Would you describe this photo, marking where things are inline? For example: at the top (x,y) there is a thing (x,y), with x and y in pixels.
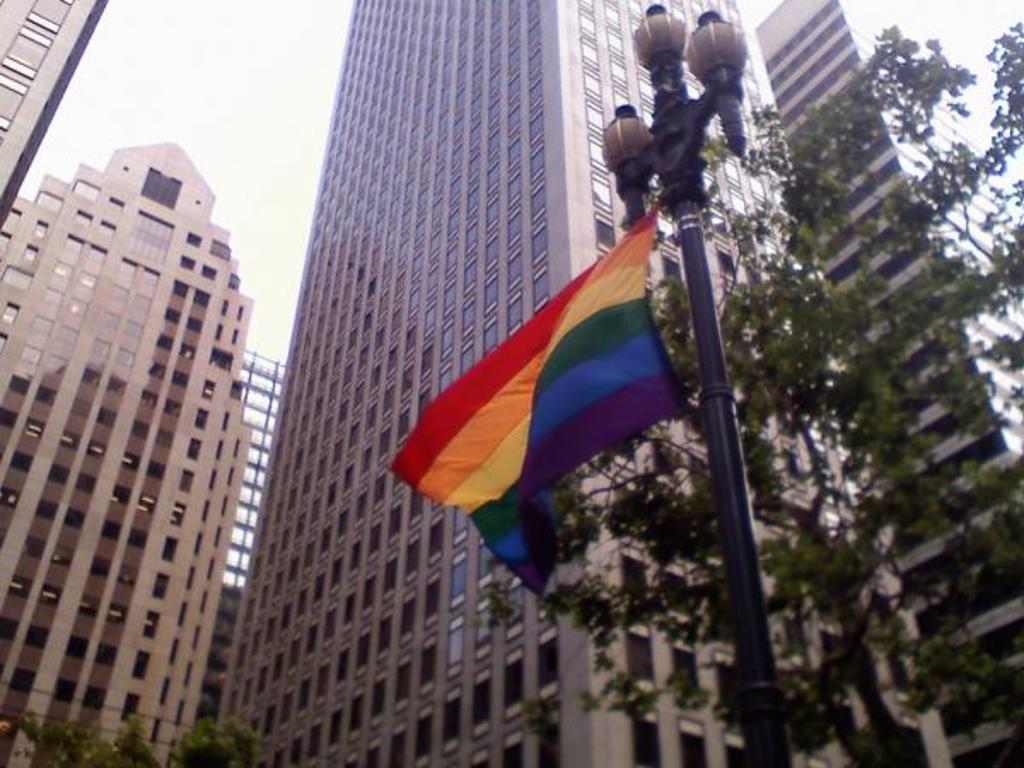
On the right side (711,42), there are three lights (719,26) and a flag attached to a pole (729,466). Beside this pole (757,766), there is a tree (844,349). In the background (925,748), there are buildings (349,105) which are having glass windows (262,436) and there is sky (268,114).
